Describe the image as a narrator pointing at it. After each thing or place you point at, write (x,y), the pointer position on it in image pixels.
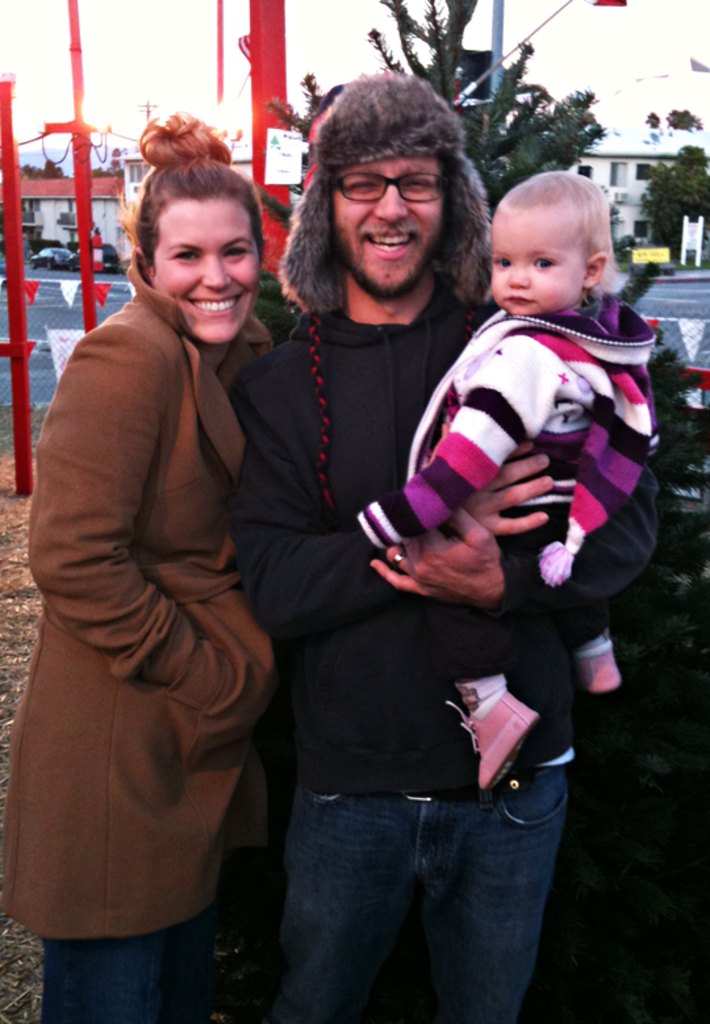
In center of the image (237,515) there is a person (265,426) carrying a baby (532,185). Beside him there is a lady (77,426) wearing a coat (164,659). In the background of the image (428,18) there are trees (580,150), buildings (621,199). To the left side of the image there is a car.
